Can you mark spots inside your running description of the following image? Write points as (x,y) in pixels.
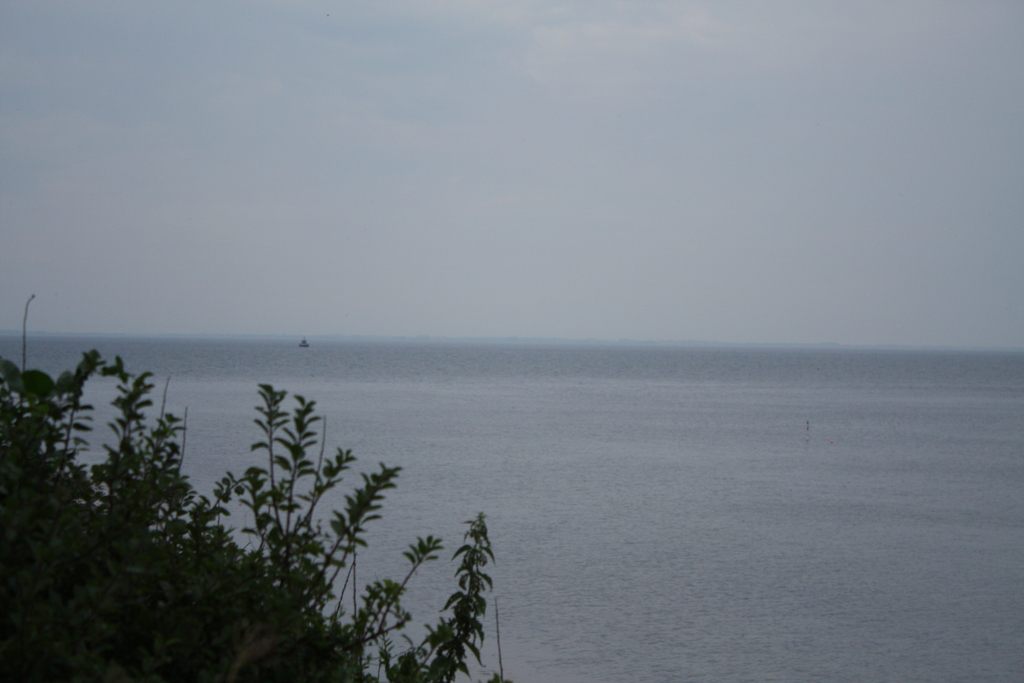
On the left side (313,583), there are plants (298,682). On the right side (914,570), there is water (737,348). In the background (934,90), there are clouds (256,60) in the sky (366,73).
